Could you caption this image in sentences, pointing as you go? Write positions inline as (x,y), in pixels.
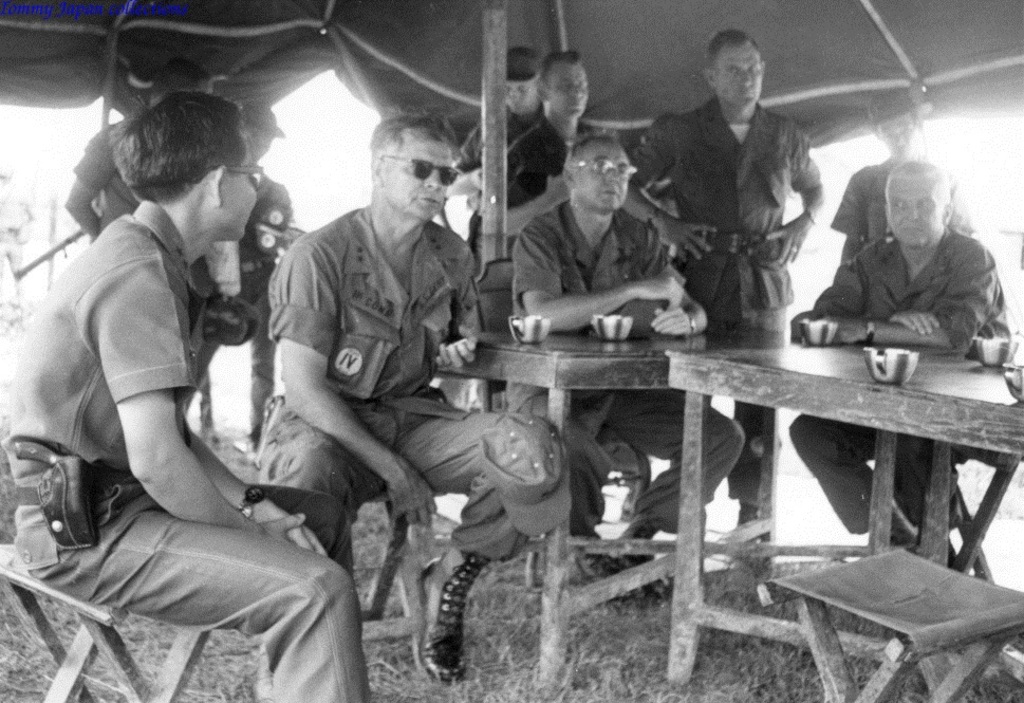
In this image I can see a few people (394,386) sitting on the bench (55,582). On the table (601,365) there are cups (1022,369). In front (407,444) the persons (402,400) wearing the uniform (418,368). This people (356,251) are sitting under the tent (401,58). In front (41,455) the person (119,257) is having the gun (40,442).
